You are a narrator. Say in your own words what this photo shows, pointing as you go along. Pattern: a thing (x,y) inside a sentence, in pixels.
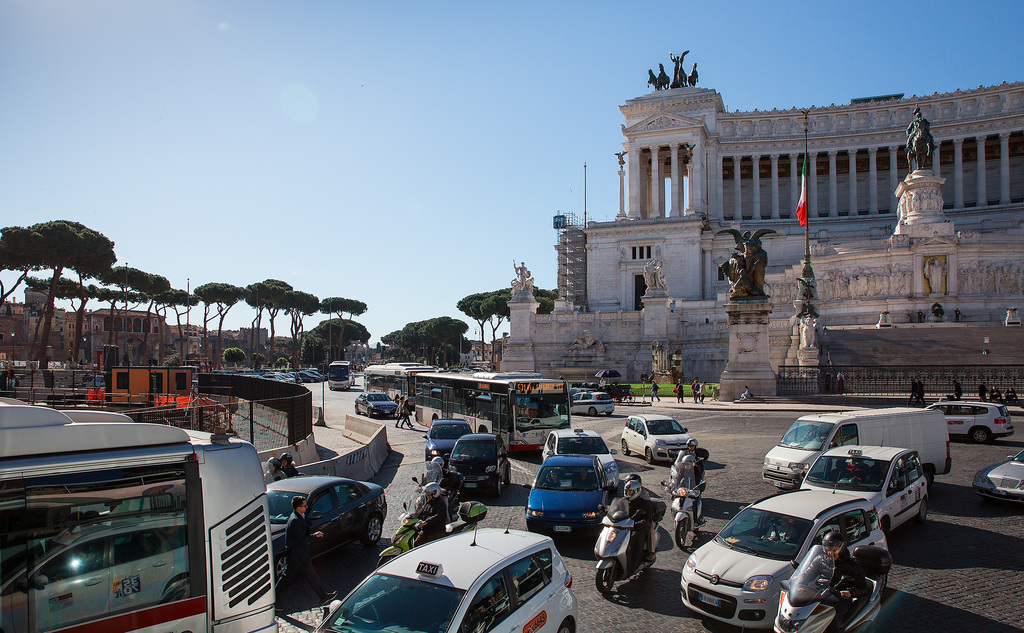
In the picture we can see a historical building (796,298) with a pillar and near to it, we can see a sculpture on the white stone constructions (824,301) and near to it, we can see a road (340,412) with some vehicles (244,535) and motorcycles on it and in the background (386,316) we can see trees (364,305) and a sky (404,315).
